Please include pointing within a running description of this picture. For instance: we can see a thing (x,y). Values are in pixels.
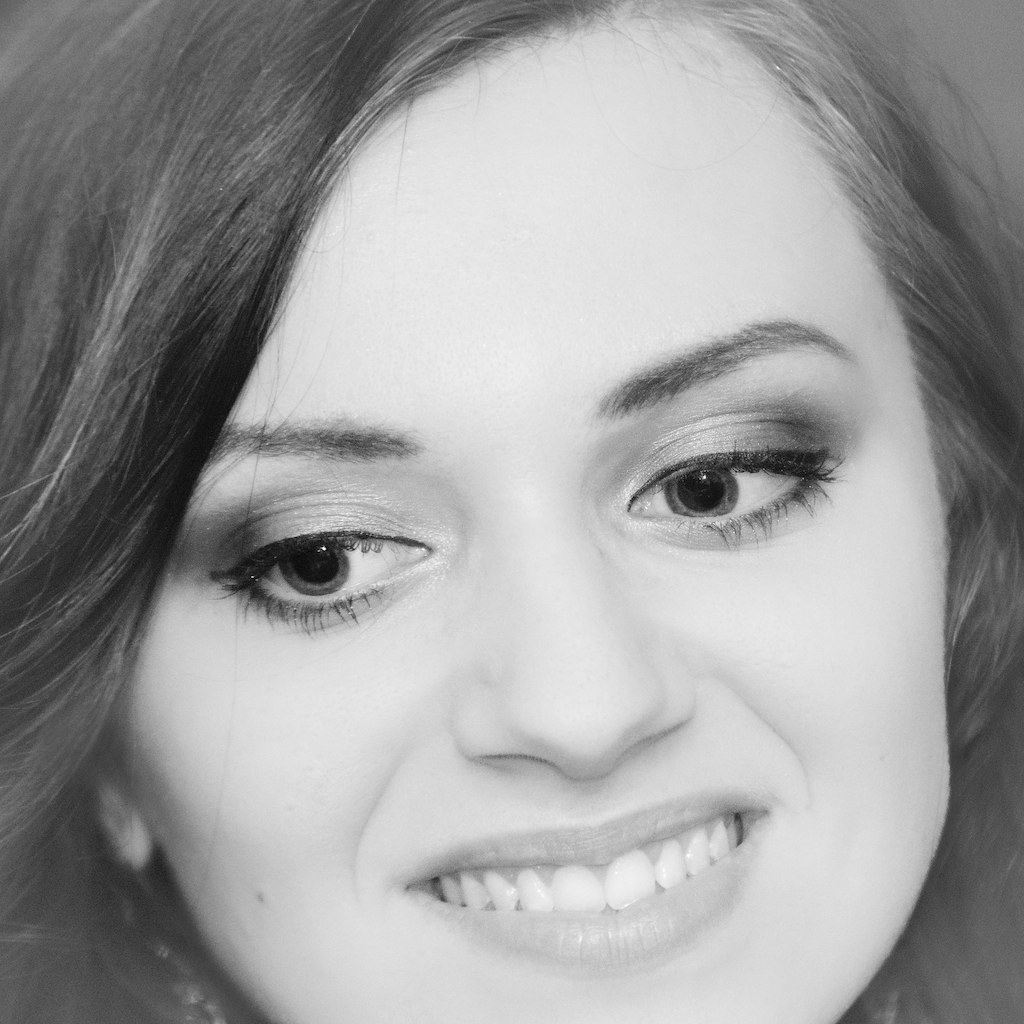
This is a zoomed in picture. In the foreground (781,145) we can see the face (920,818) of a person (113,545) consists of eyes (346,566), nose (516,583), eyebrows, mouth (712,866) and we can see the person (421,387) is smiling.
